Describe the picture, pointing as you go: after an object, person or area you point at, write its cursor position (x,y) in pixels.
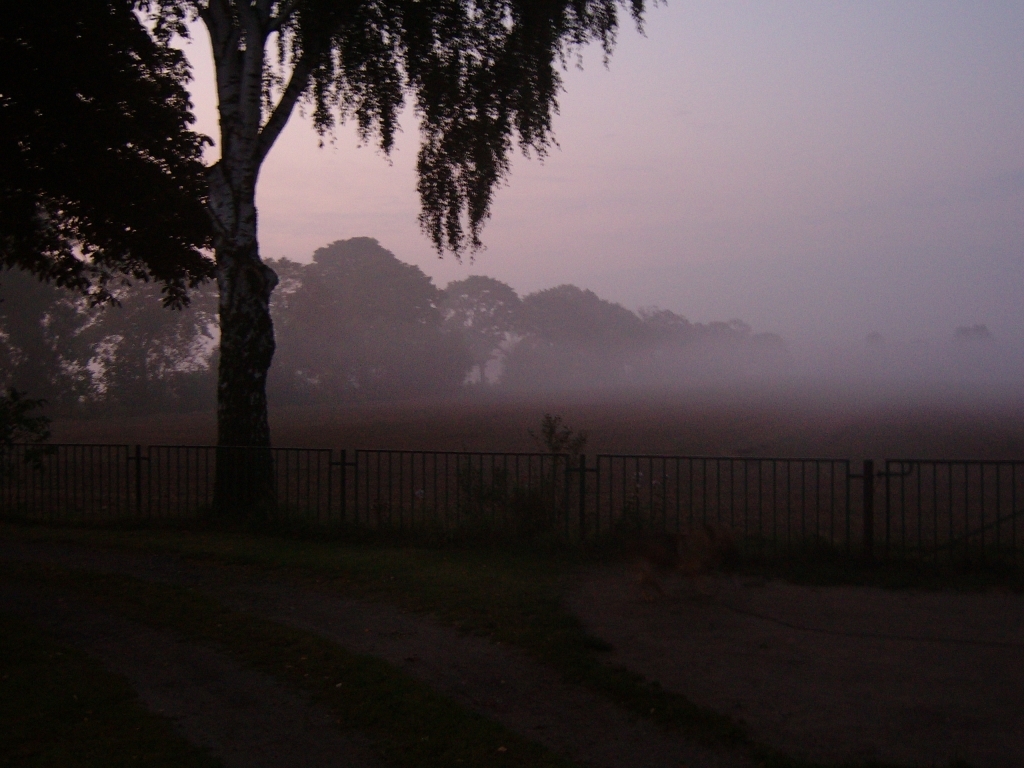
In this picture we can see fence (219,480), trees (413,272), ground (397,435) and in the background (261,215) we can see the sky (261,215) with clouds (807,162).
